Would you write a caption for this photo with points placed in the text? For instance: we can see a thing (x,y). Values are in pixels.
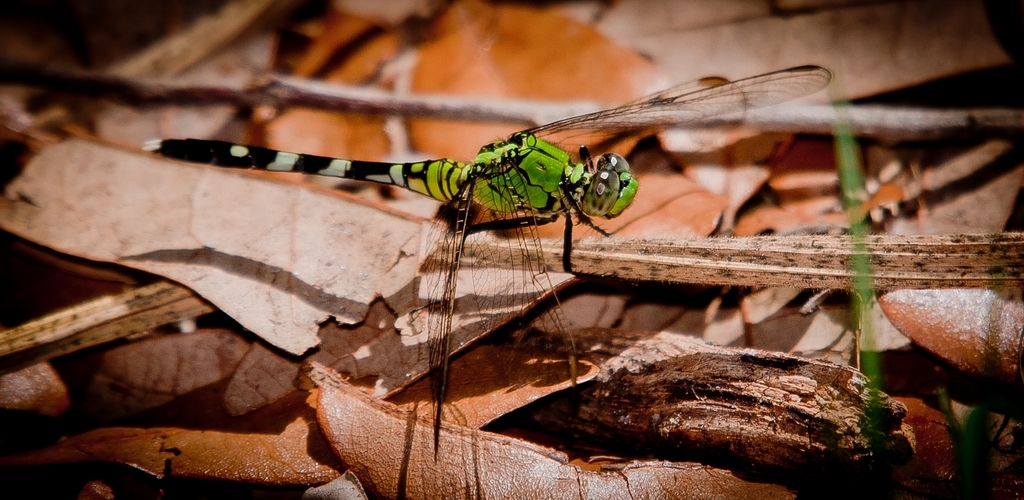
In this image I can see an insect (533,170) which is green, black and white in color is on the brown colored object (801,250). I can see few brown colored leaves (324,229).
